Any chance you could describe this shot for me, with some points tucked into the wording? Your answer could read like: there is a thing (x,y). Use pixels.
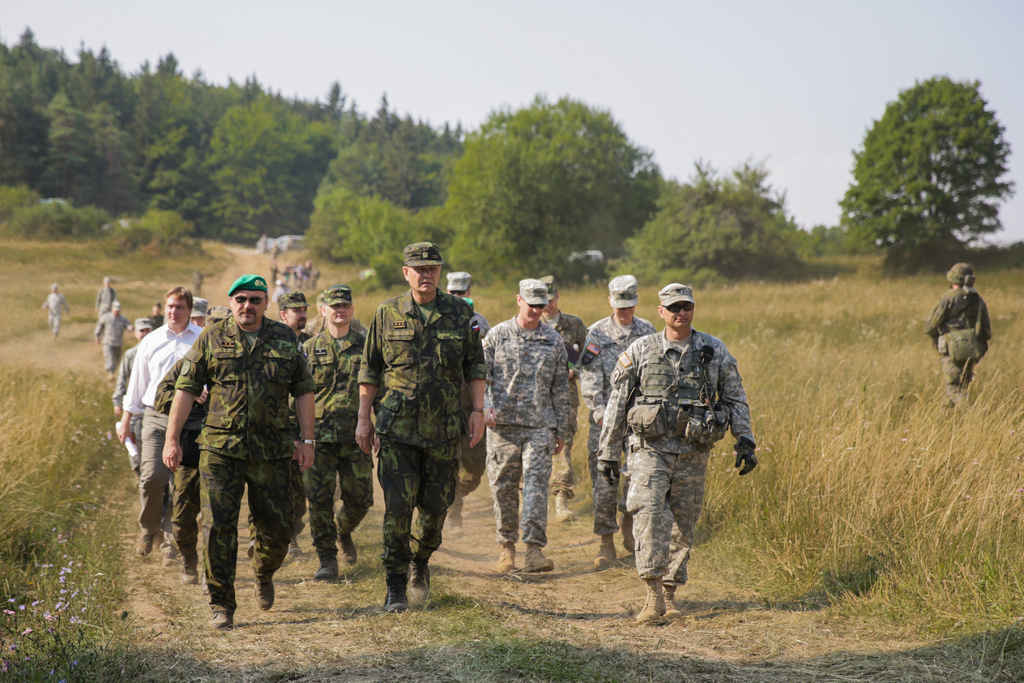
In this image I can see number of people (456,528) are standing. I can see most of them are wearing uniforms (519,394) and caps (524,289). I can also see grass (129,644), number of trees (500,243), shadows (637,677) and the sky (560,62) in background (739,128).
